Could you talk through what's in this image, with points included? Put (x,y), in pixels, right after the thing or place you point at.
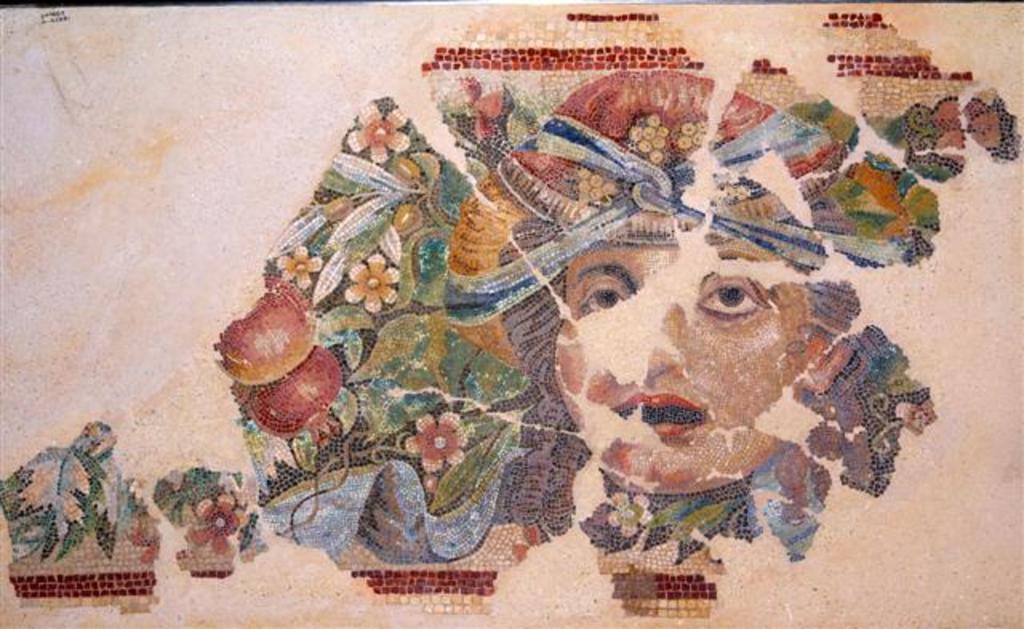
In this image there is a mosaic (475,291) of the person (629,227) on a surface (209,454).
